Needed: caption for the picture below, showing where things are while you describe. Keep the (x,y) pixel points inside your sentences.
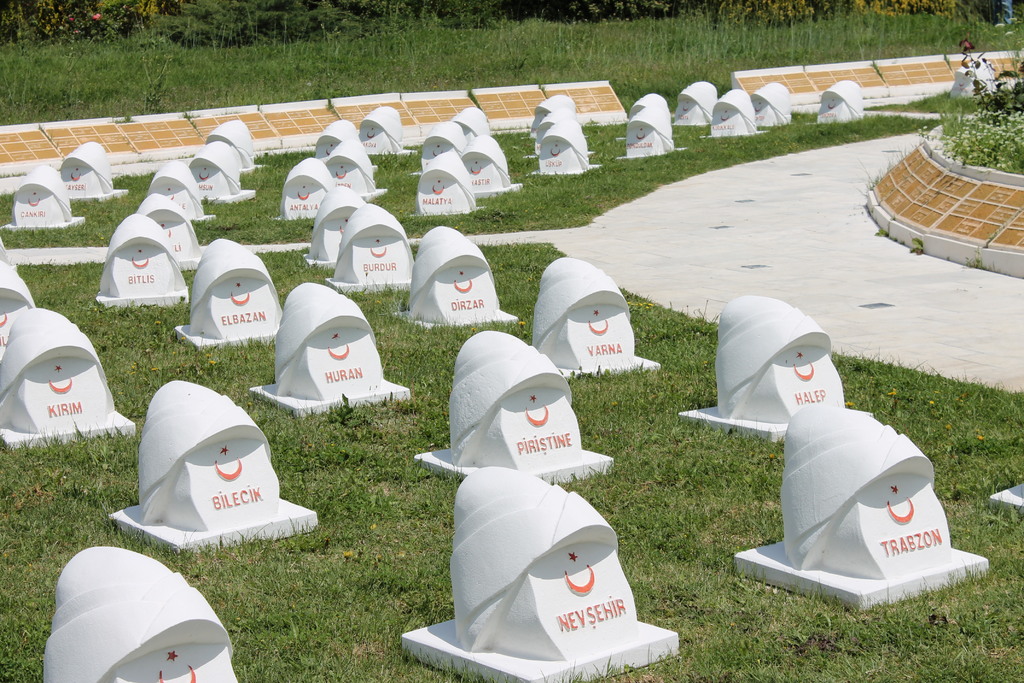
In this image as we can see there are cup shaped structures (292,380) are there on the left side of this image (323,372) and there are some trees (297,17) on the top of this image (713,4) and there are some grass (350,51) on the left side of this image (261,55) and right side of this image (951,137) as well.
